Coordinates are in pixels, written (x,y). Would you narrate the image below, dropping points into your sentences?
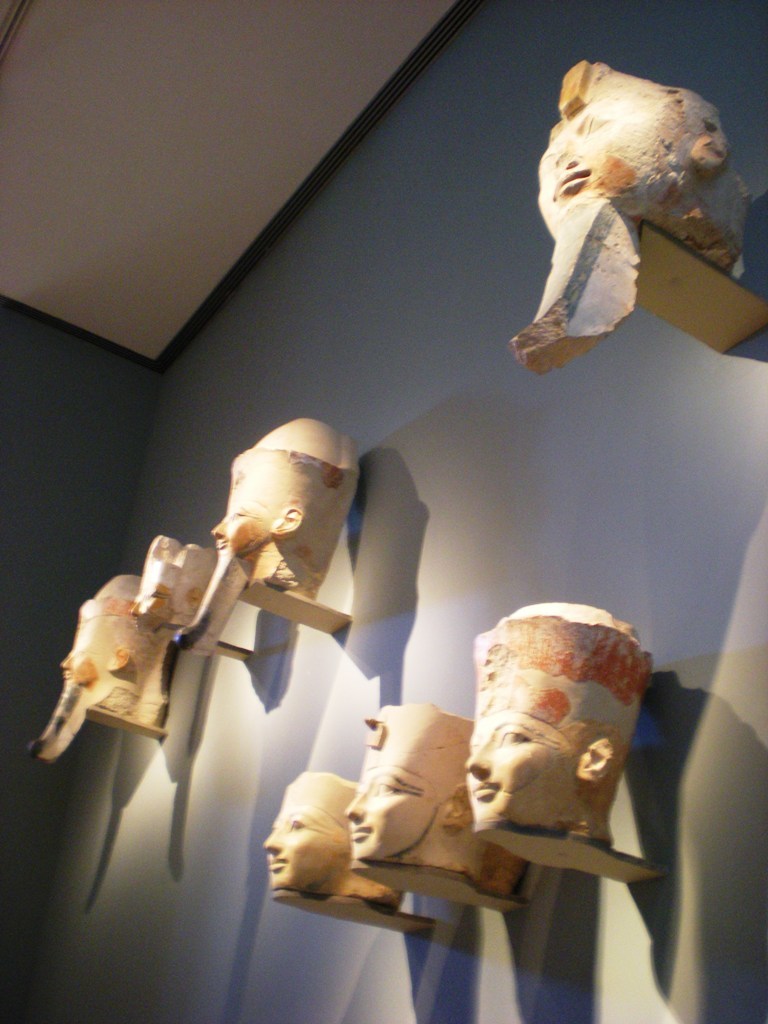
In this image I can see in the middle (341,497) it looks like there are head sculpts (221,565).
